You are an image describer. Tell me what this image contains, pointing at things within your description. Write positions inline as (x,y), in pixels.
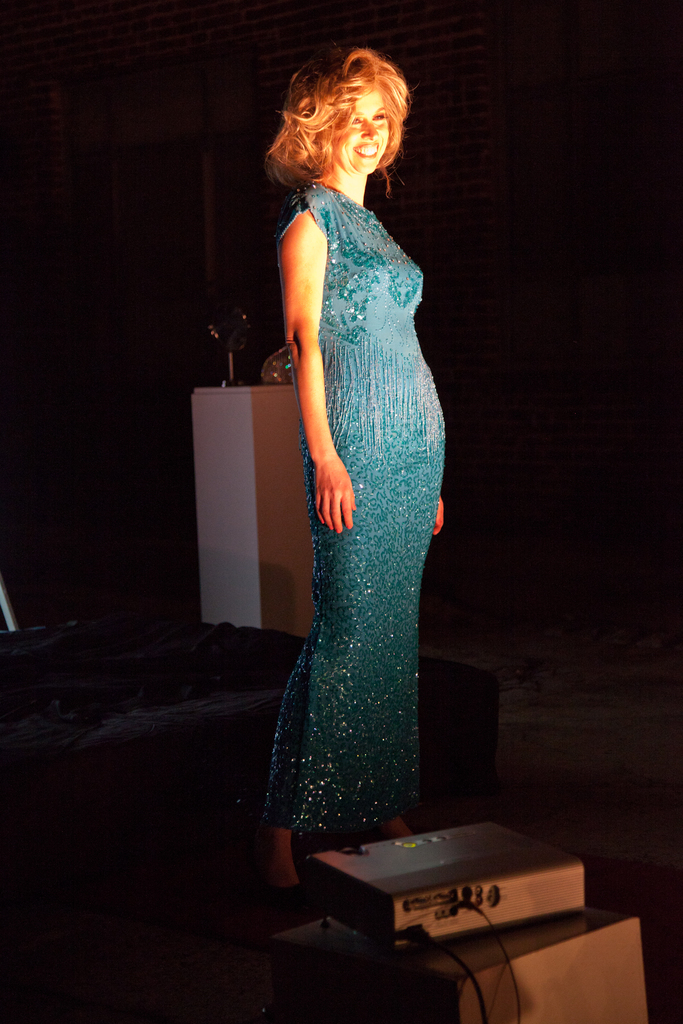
This picture seems to be clicked inside. In the center (331,569) there is a woman (366,249) wearing dress (373,274), smiling and standing and we can see the electronic devices (476,923). In the background (176,732) we can see some other objects (139,645).
